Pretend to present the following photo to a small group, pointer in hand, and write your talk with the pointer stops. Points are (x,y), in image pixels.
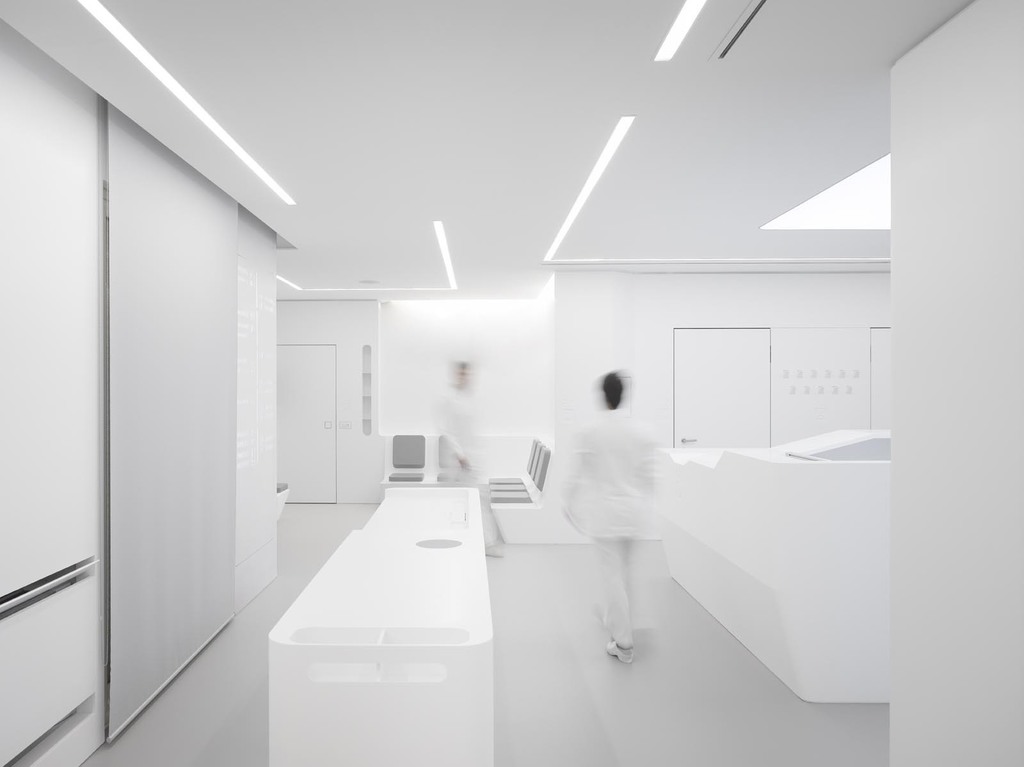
In this image we can see two persons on the floor (646,604), there are some doors (286,398), chairs (521,500), table (397,601), wall (583,394) and some other objects (78,717), at the top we can see some lights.
